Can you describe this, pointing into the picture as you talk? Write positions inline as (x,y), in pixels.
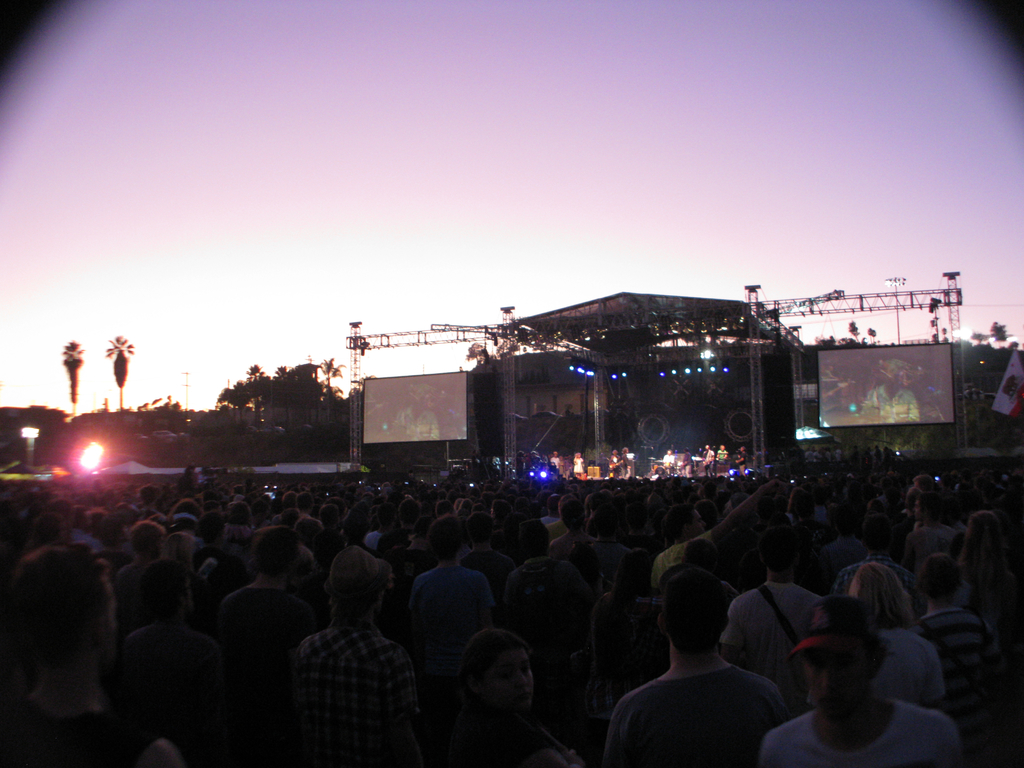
In this image we can see one building (535,369), one shed (722,323) with pillars (757,349) in front of the building (540,361), some lights (711,369), some people (683,463) are standing on the stage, some objects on the stage (522,463), some people (534,465) are holding objects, some people (400,515) are standing in front of the stage (642,460), one person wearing a bag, some iron rods (949,297), some lights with poles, some objects (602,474) on the ground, some trees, some objects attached to the shed (738,331), one object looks like flag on the right side of the image (1006,416), one man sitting on the stage (750,453) and playing drums (666,465). At the top (629,124) there is the sky (824,181) and the image is dark.
